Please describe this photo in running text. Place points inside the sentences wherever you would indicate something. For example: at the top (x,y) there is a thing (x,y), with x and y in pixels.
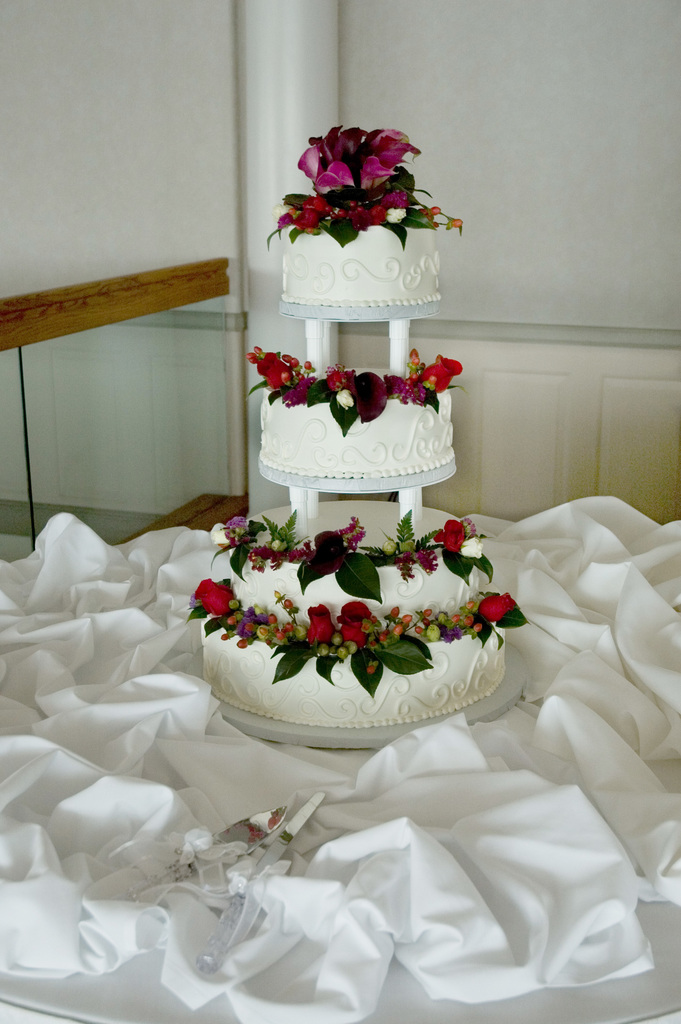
Here we can see a cake (386,632), cloth (407,806), and a knife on the table (494,1009). In the background (424,136) we can see wall (504,357).
